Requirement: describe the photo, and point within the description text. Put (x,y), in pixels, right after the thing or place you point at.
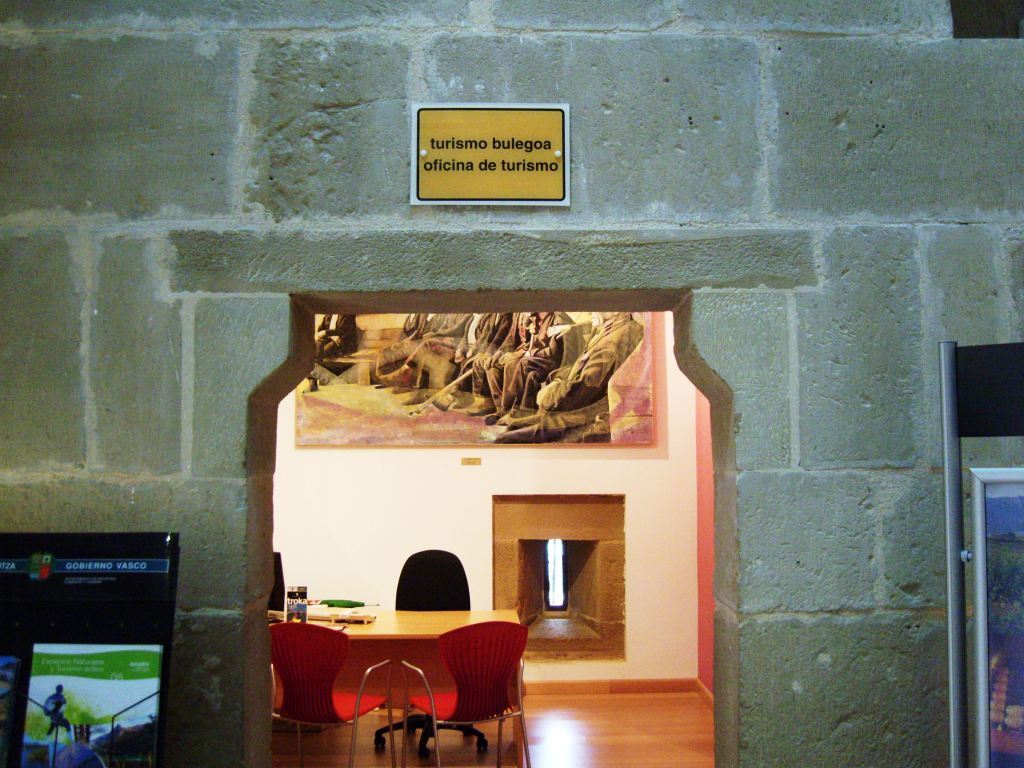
In this image in the center (416,263) there is a wall (666,295) and on the wall (852,477) there is a board (481,139) with some text (511,144) written on it. On the left side (141,593) there is a screen (114,629). On the right side (1023,418) there is a stand (1000,535). In the center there is a table (415,619) and there are chairs (428,604) and on the wall (441,467) there is a frame (462,419).
